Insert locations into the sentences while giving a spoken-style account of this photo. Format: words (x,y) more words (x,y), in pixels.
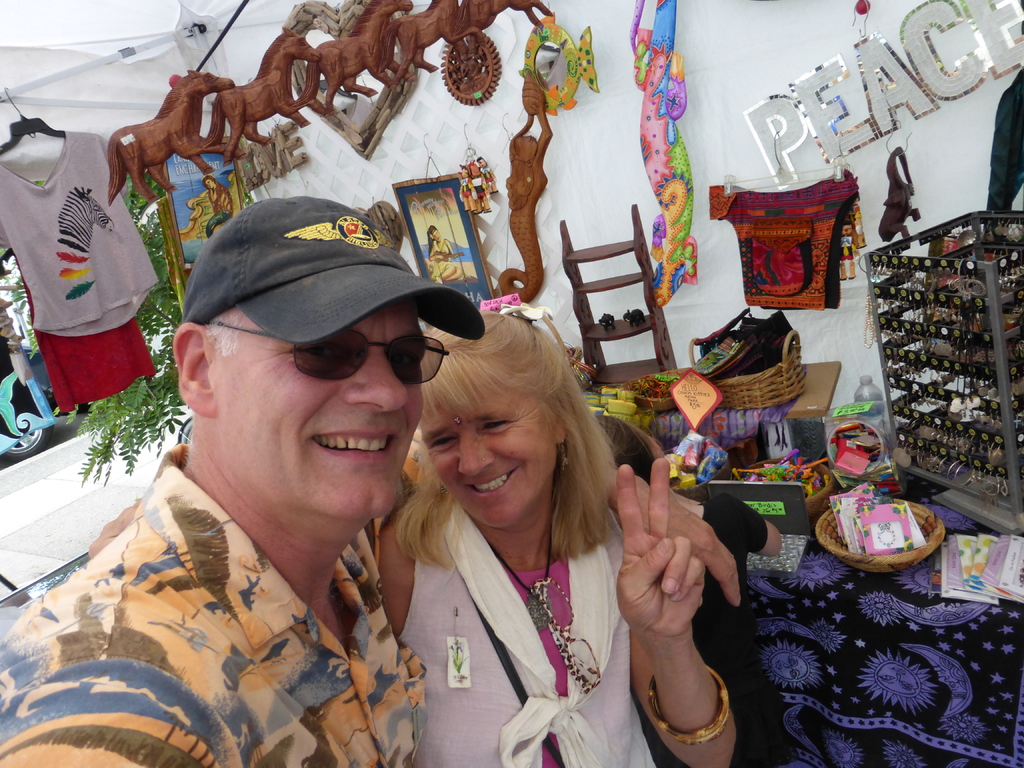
In this image we can see a two persons (339,457) are standing, and smiling, he is wearing the orange color shirt (198,635), here are the toys (533,14), here is the tree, here are some objects (757,279).
